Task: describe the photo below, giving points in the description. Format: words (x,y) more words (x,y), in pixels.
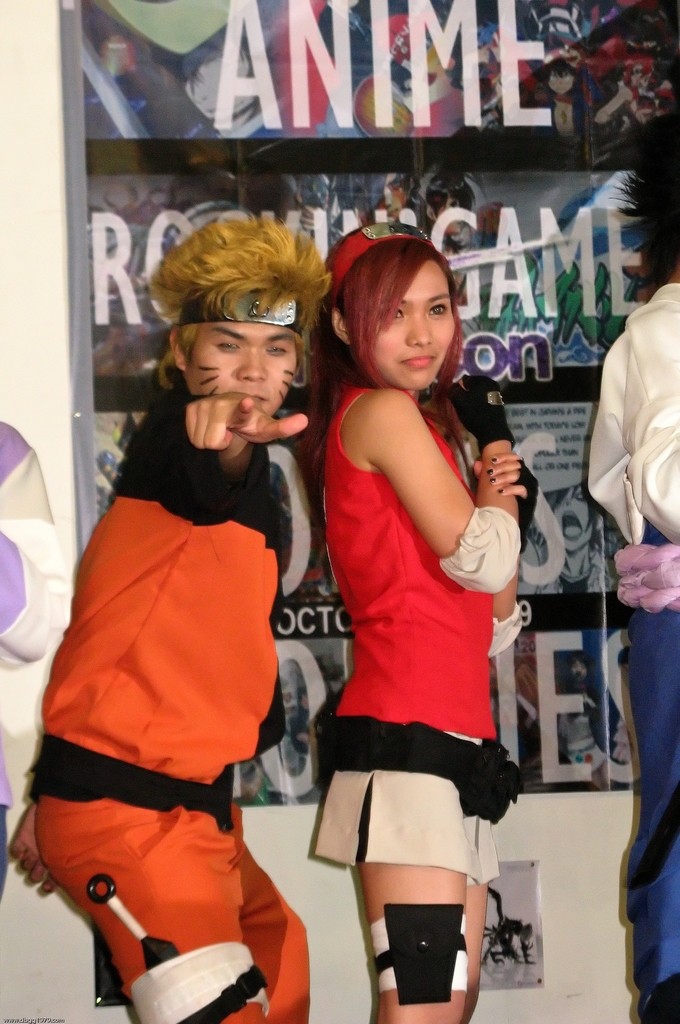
In this image a person (115,739) wearing a orange shirt (115,739) is standing behind a woman (448,522) wearing a red top (398,559). Right side (679,859) there is a person (630,488) wearing white shirt (647,451). Behind them there is a frame (185,61) having few pictures (534,228) and some text (552,304) on it. Left side (1,834) there is a person (33,508) standing near the wall (26,418).
